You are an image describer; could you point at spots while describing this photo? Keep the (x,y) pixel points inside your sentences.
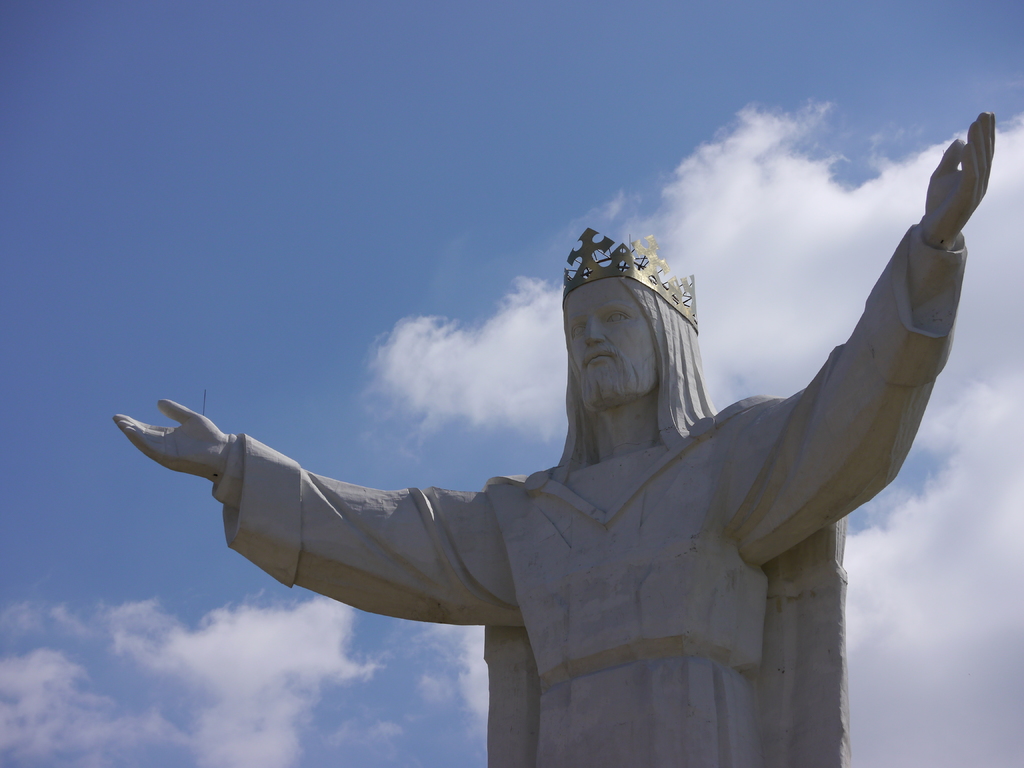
In this picture we can see a statue (689,608) and in the background (879,666) we can see sky (463,429) with clouds (534,413).
